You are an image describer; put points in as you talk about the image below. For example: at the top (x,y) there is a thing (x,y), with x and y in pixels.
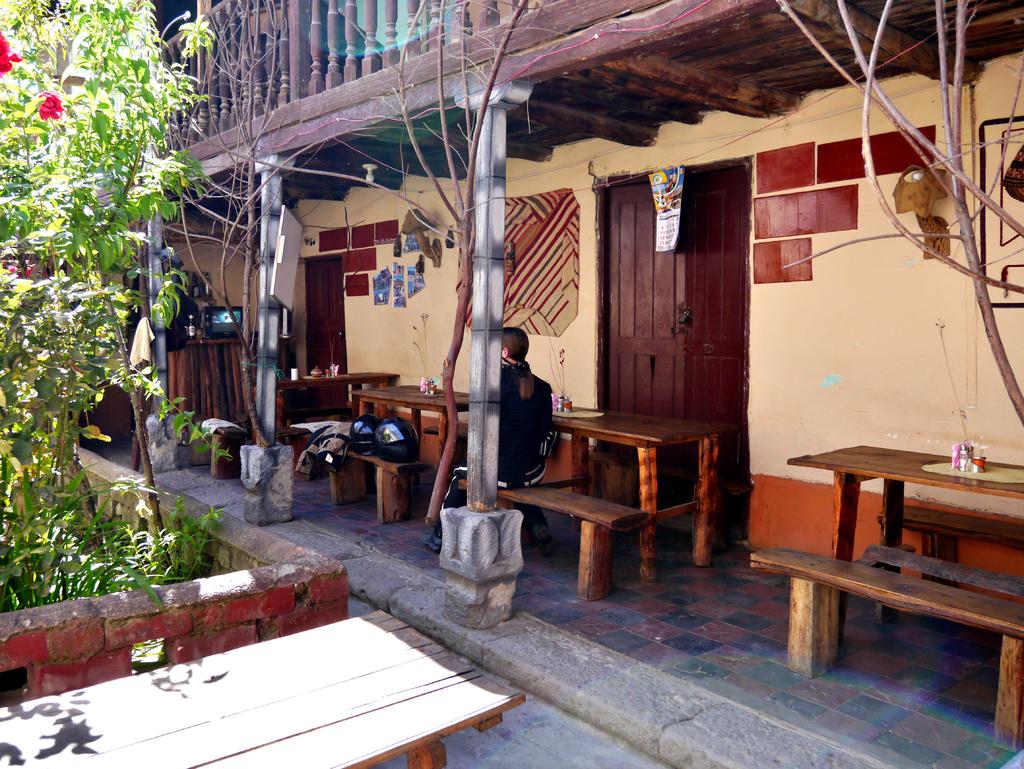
This picture is an outside view of a house (626,617). There are tables (643,443) and benches (616,511) in the image. There is a person (545,461) sitting on the bench (573,493). There is a railing (409,1), door (705,271) and wall (769,291). On the wall (443,280) there are posters (413,244) stuck. On the bench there are helmets (365,431) and a jacket (338,428). There is also a television (229,321) and beside it there is a bottle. Dried stems (458,342) tied to the pillars (478,327) of the house (488,339). In the left corner of the image (122,308) there are plants (100,307) and grass (175,537). There are two beautiful red flowers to the plant (70,152).
